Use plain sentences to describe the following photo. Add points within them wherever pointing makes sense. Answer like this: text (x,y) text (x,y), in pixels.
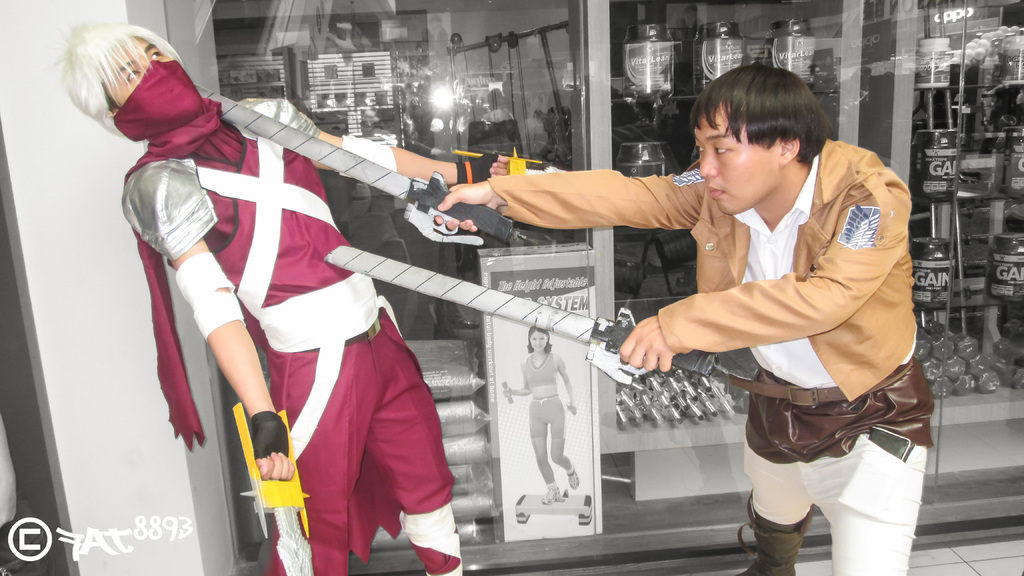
In this image there are two men (757,276) holding swords (366,268) in their hands (284,476) and fighting, in the background (618,275) there is a shop (971,104) in that shop (971,105) there are few objects (923,70), in the bottom left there is text (70,536).
